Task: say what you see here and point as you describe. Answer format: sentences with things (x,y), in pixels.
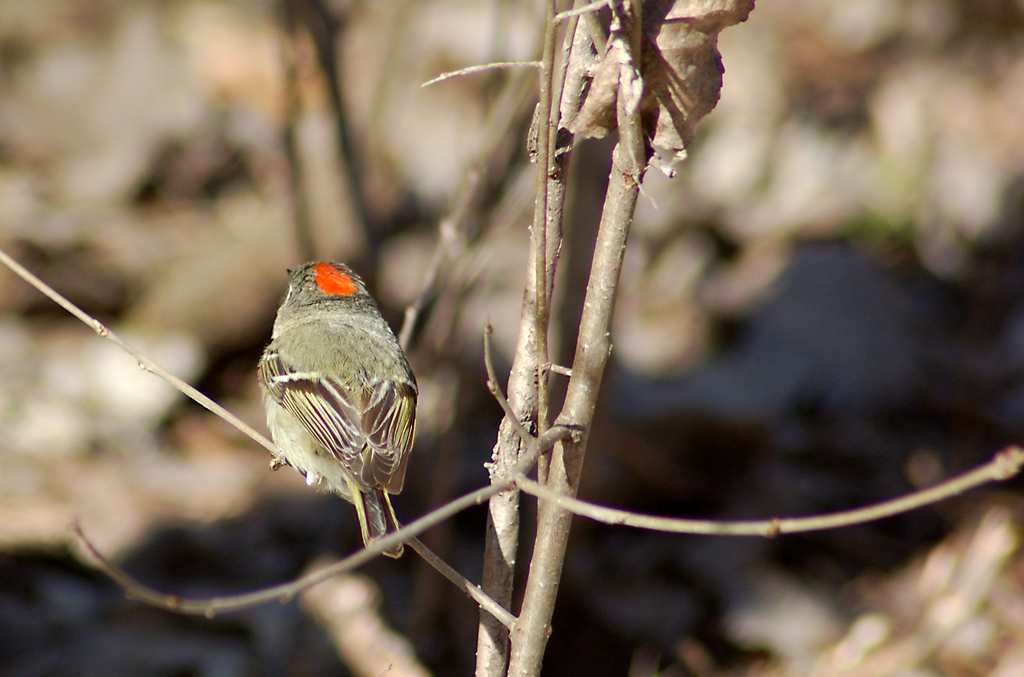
As we can see in the image there is a bird (298,286) and plant (576,94). The background (932,145) is blurred.
